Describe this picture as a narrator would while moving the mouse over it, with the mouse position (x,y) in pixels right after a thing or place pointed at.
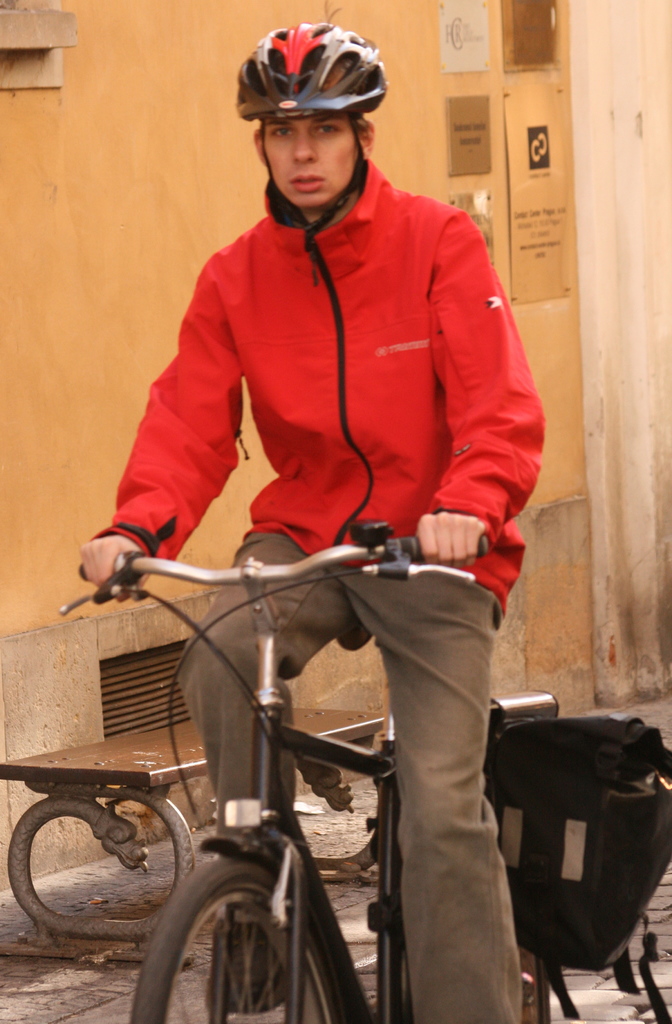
In this image, in the middle (443,586) there is a boy (488,589) riding a bicycle (265,790) which is in black color, there is a bag (536,868) which is in black color hanging on the bicycle (395,812), in the left side (156,754) there is a table (124,765) which is in brown color, in the background (84,836) there is a yellow color wall (39,411).
